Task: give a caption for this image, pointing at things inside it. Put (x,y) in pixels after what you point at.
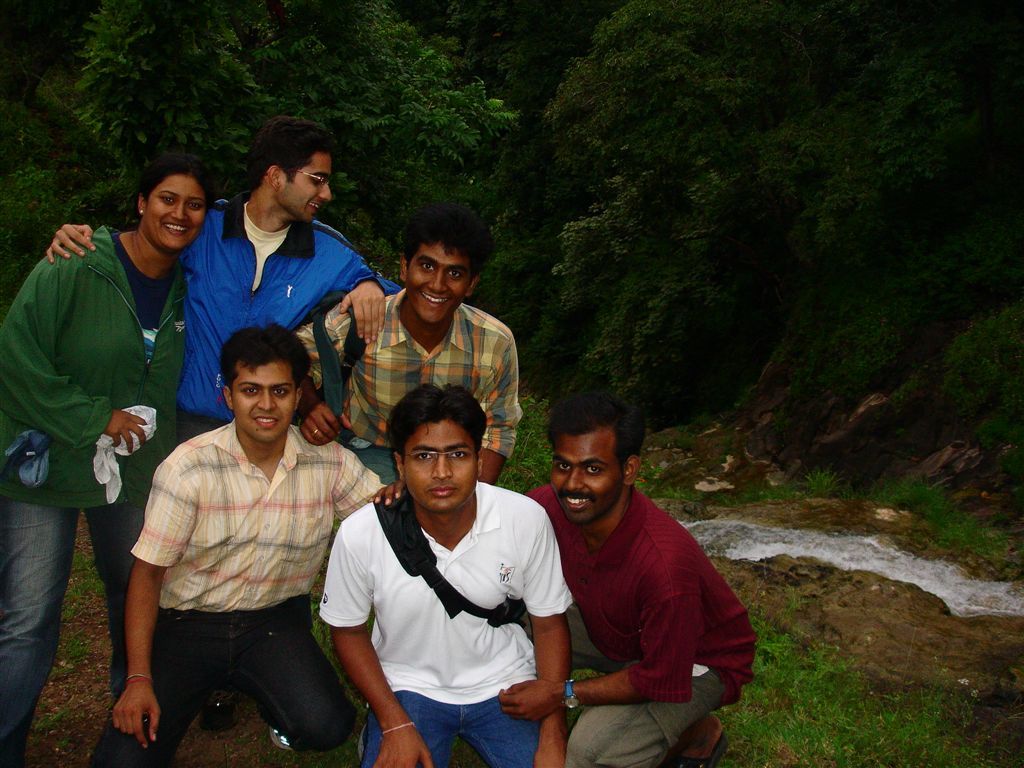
In this image I can see a group of people (390,391) and they are wearing different color dresses (252,478). Back I can see few trees (718,371).
